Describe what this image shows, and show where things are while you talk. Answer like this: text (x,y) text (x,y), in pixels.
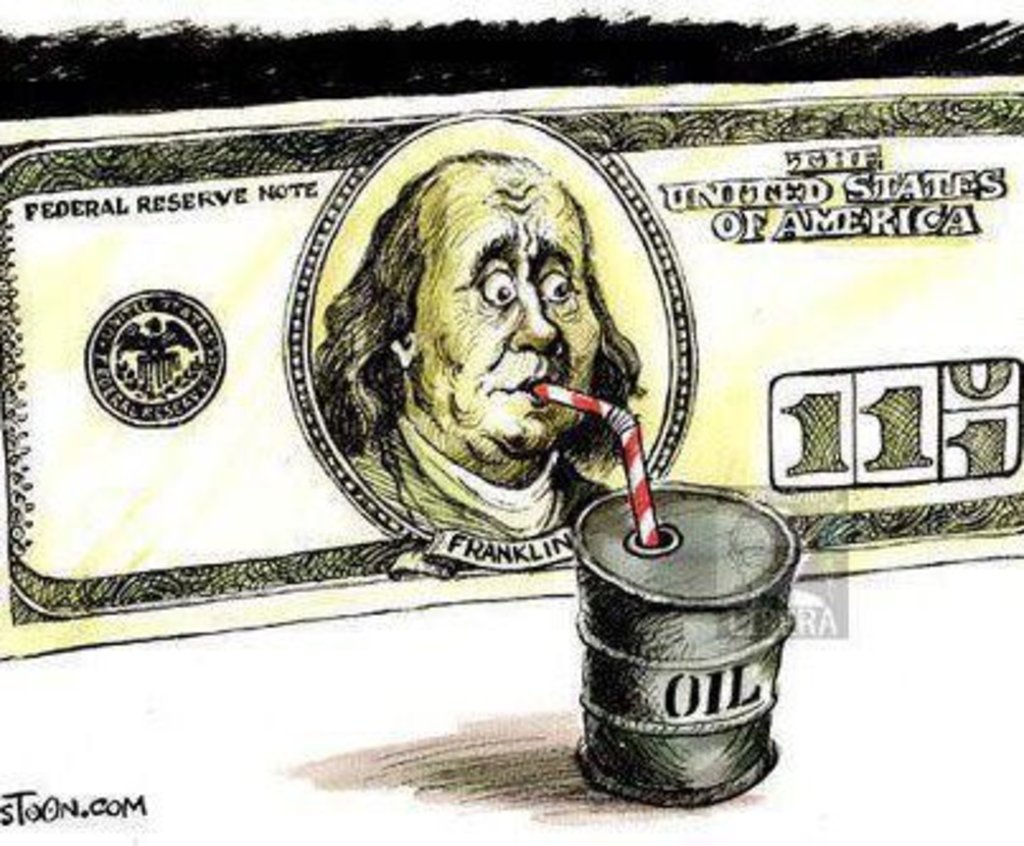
This is a painted picture. We see a dollar (30,538) and oil tank (759,499) and a straw (648,543) and we see text (125,796) on the corner.
